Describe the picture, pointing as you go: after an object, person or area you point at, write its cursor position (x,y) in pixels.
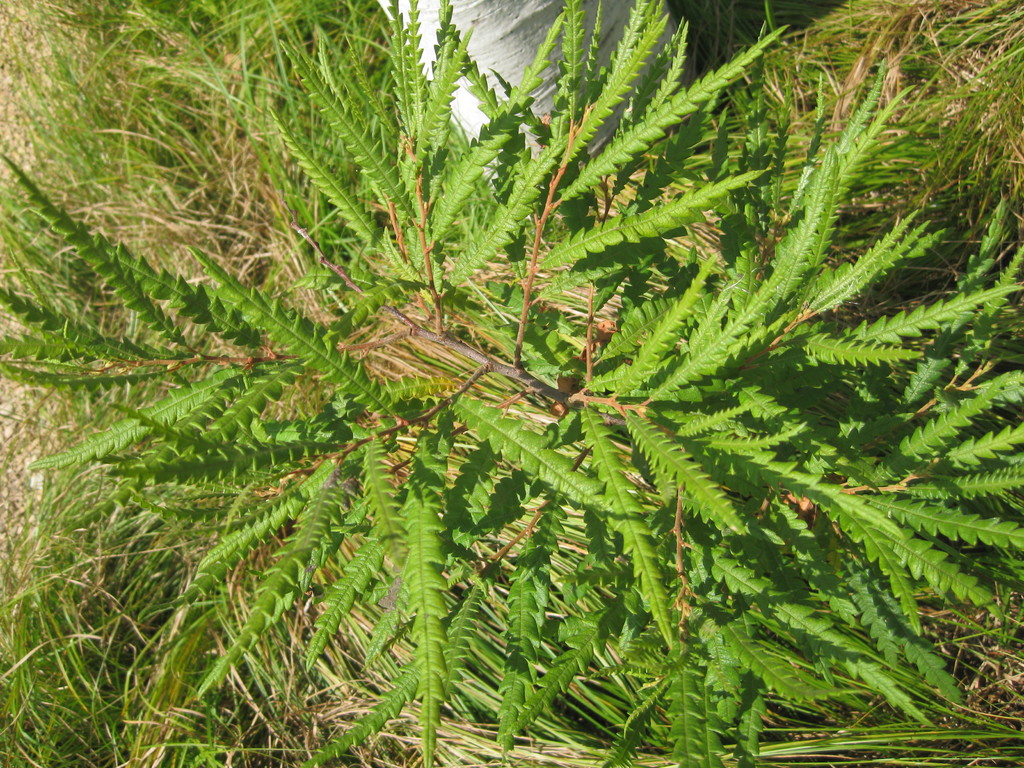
In the image in the center (398,270), we can see plants (129,280), grass (247,267) and one white color object (505,6).
